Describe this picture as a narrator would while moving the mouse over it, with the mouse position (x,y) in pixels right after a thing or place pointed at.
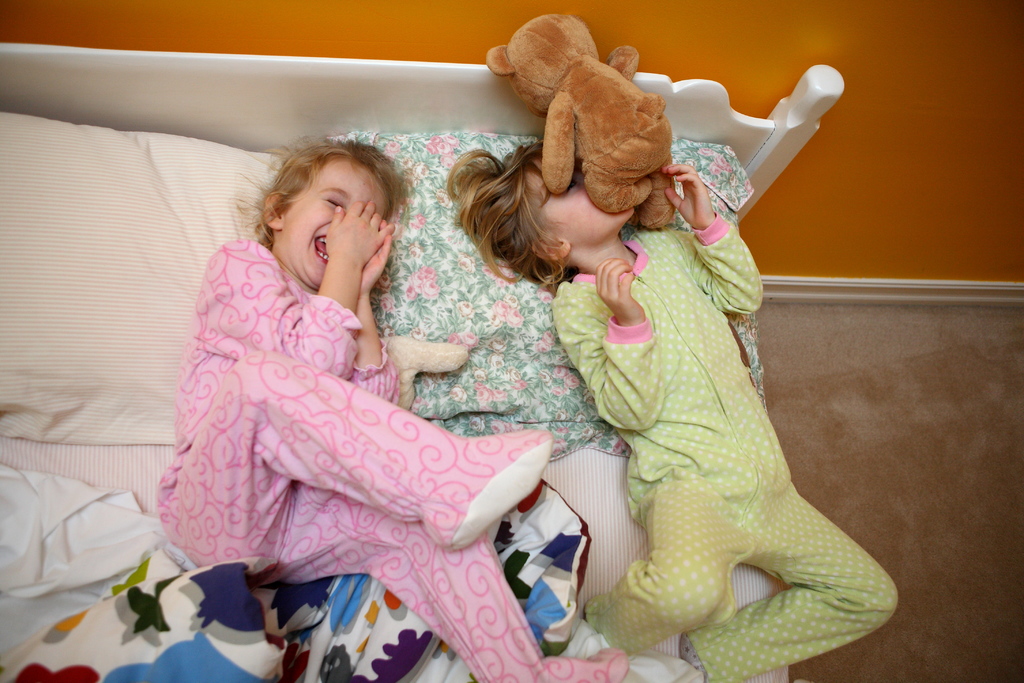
In this image we can see two children (404,488) playing on the bed (485,377). There is a teddy bear (534,103) on one child's face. On the backside (857,208) we can see a wall (909,237) and the floor (889,470).
